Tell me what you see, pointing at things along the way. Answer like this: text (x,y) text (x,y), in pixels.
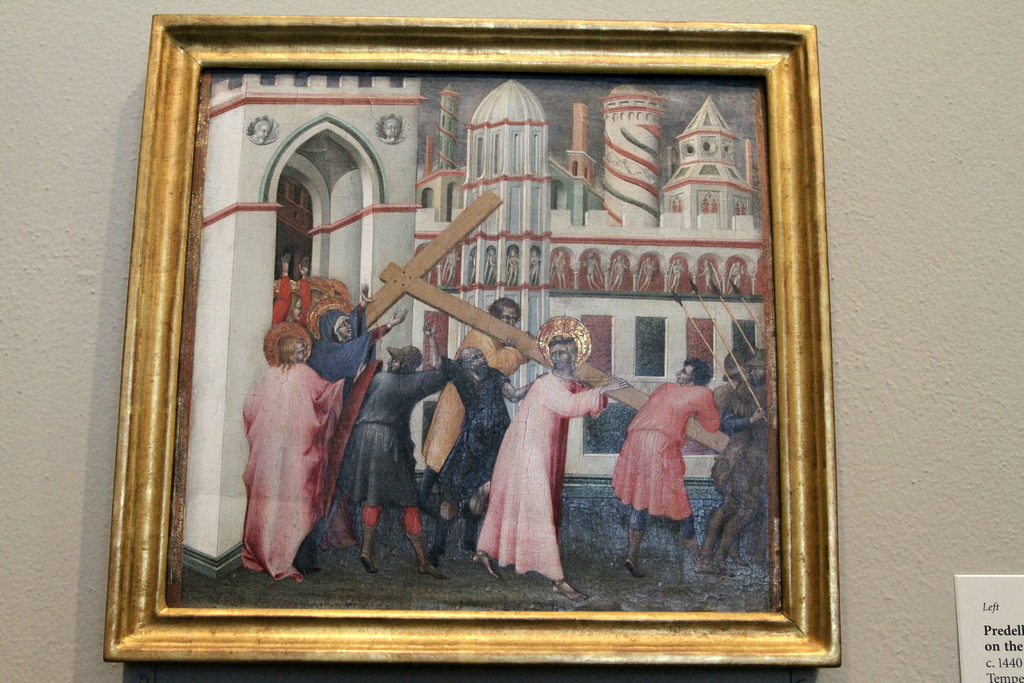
In this image we can see a photograph (373,430) of a painting (353,545) is hanged to a wall (917,312).
